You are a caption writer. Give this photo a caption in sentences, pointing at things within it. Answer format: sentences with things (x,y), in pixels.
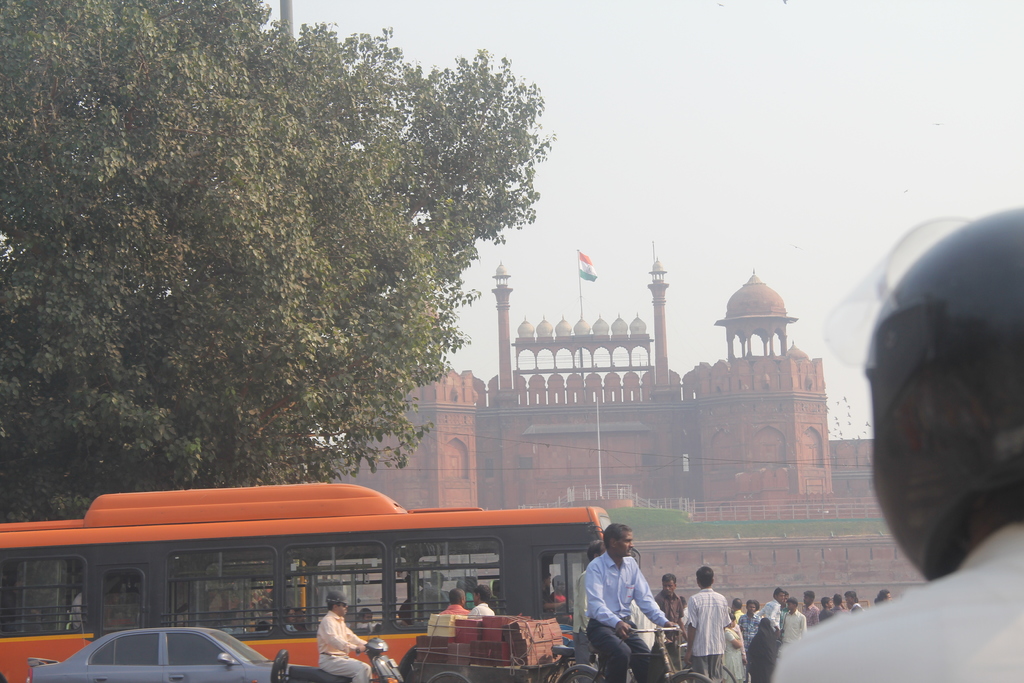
In this image we can see a monument (627,339), flag (584,269), flag post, trees (360,340), motor vehicles (307,551) on the road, persons (593,644) sitting on the bicycles (569,653) and standing on the road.
